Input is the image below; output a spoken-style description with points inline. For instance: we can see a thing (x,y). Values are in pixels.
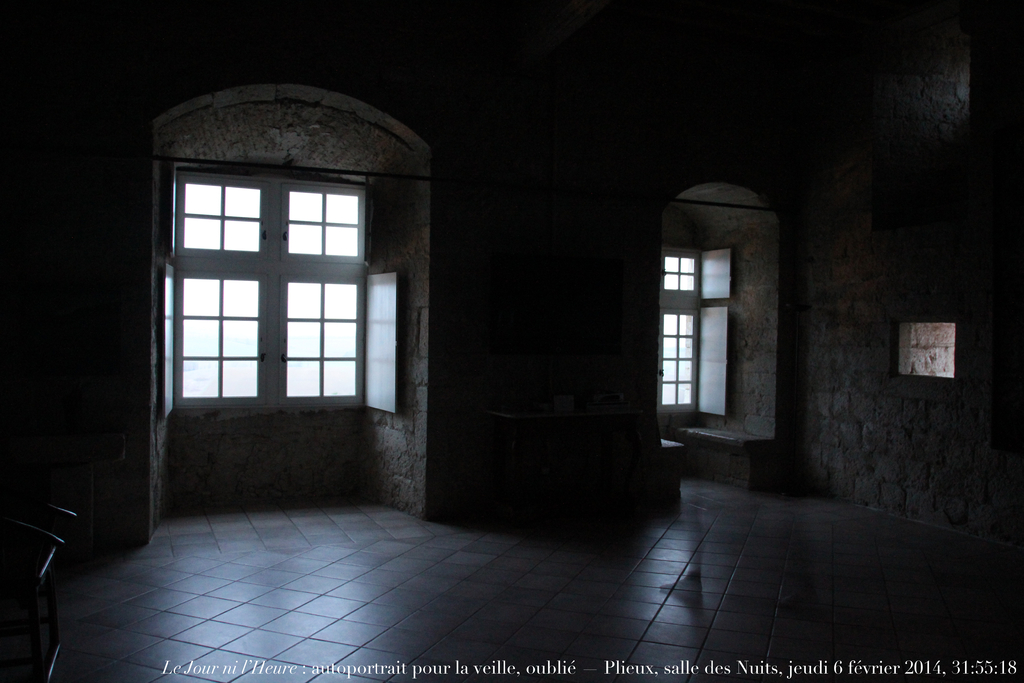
In this picture we can see the wall (895,447), windows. On the left side of the picture (54,668) we can see an object (41,618). At the bottom portion of the picture (681,617) we can see the floor (408,625) and some information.
